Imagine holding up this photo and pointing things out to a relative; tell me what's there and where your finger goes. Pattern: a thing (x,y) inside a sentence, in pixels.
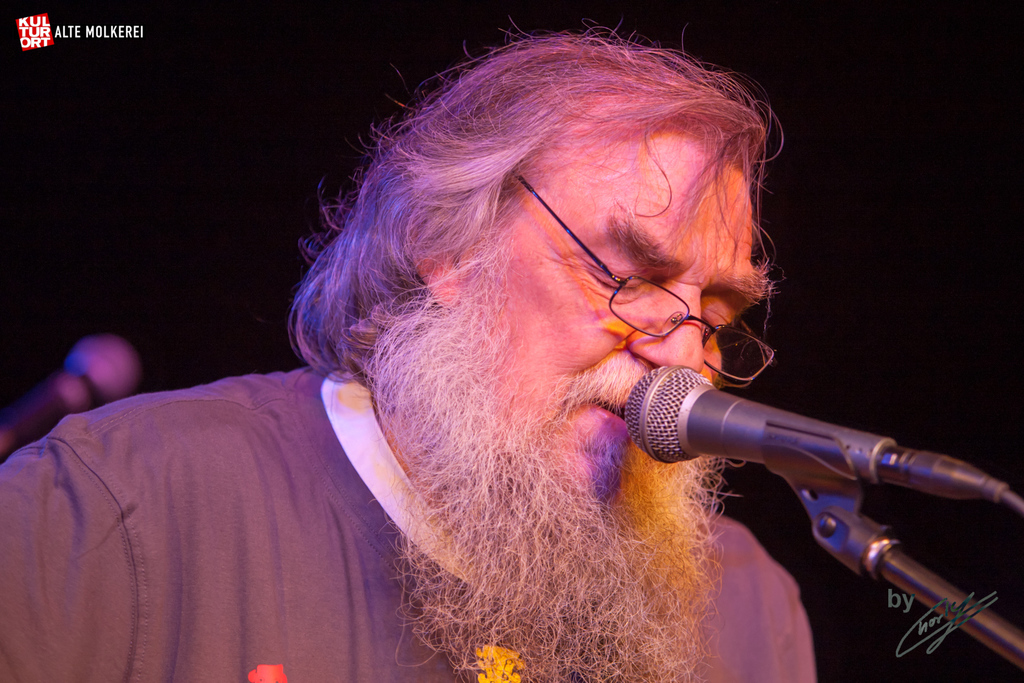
In this image, we can see a person (654,320) wearing spectacles (629,315). We can see a microphone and the background (17,77) is blurred.
